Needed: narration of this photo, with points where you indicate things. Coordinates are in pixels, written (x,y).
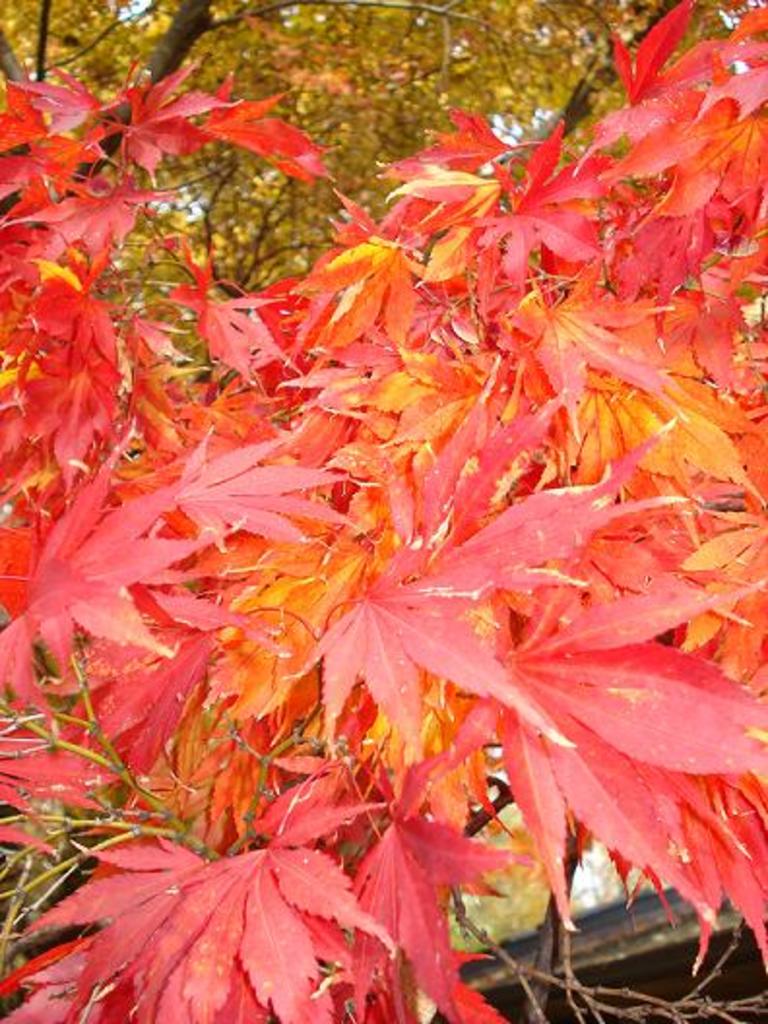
In this image there are leaves (342,296) of a tree (417,160).
